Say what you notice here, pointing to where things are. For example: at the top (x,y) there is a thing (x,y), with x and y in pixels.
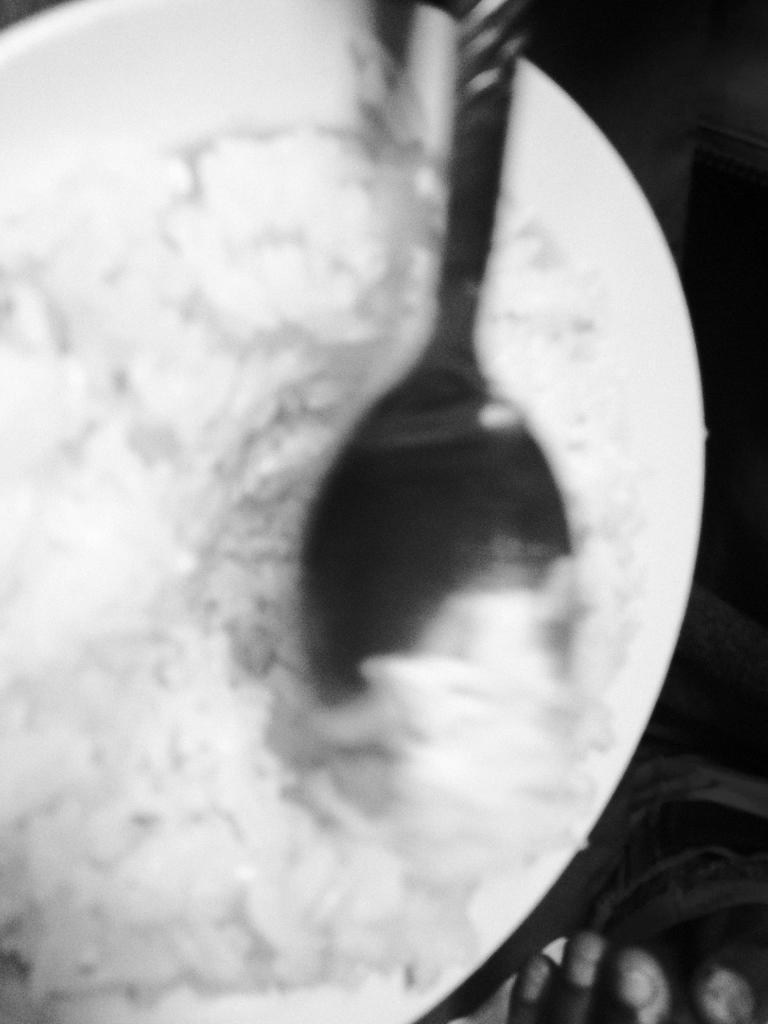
It is a blur picture, there is a spoon (407,615) kept inside a bowl (425,122) and there are four fingers (631,999) of a person (592,941) are visible beside the bowl (462,939).
